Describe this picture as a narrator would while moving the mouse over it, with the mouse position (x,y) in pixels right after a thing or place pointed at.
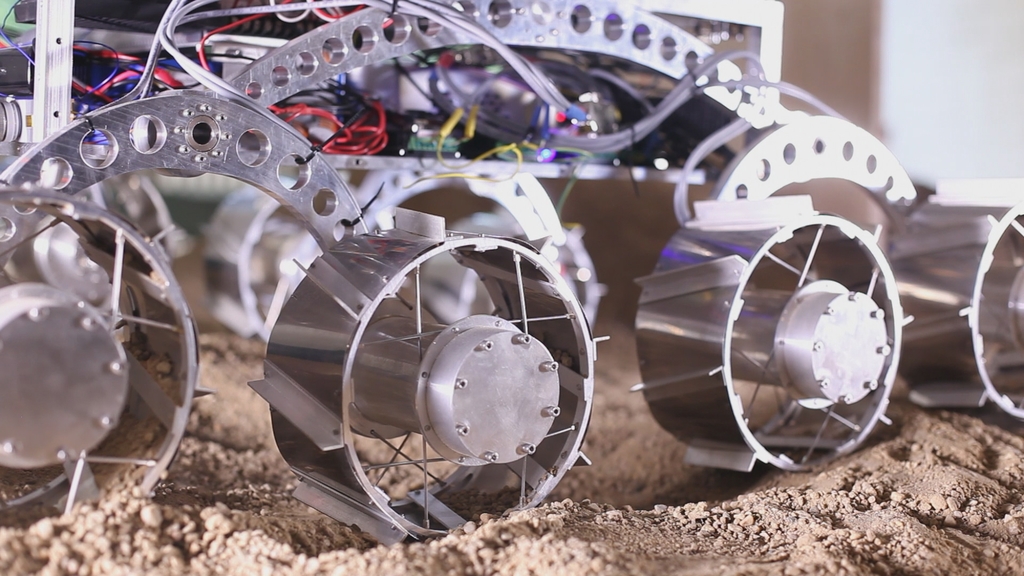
In the foreground of this image (207,120), there is a remote car like an object (408,107) on the ground (722,511) and the background (922,83) image is blur.
